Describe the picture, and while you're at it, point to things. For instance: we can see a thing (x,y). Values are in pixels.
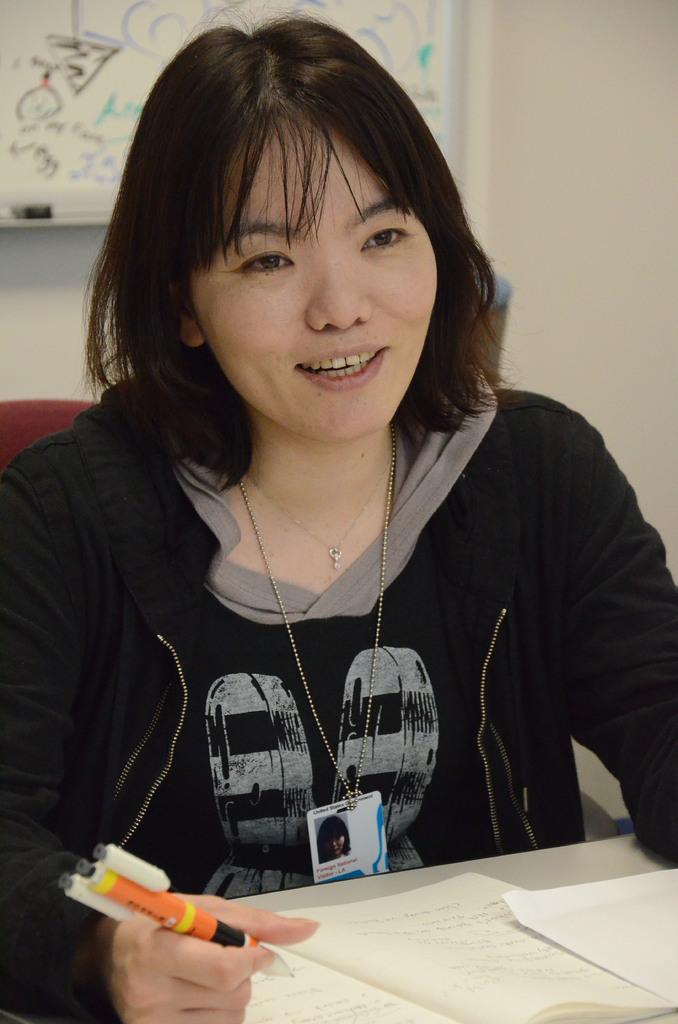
At the bottom of the image (395,945) there is a table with a book (436,952) and a paper (661,895). Behind the table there is a lady (411,476) smiling and holding a pen (170,903) in her hand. Behind her there is a wall (10,242) with board (61,207).
